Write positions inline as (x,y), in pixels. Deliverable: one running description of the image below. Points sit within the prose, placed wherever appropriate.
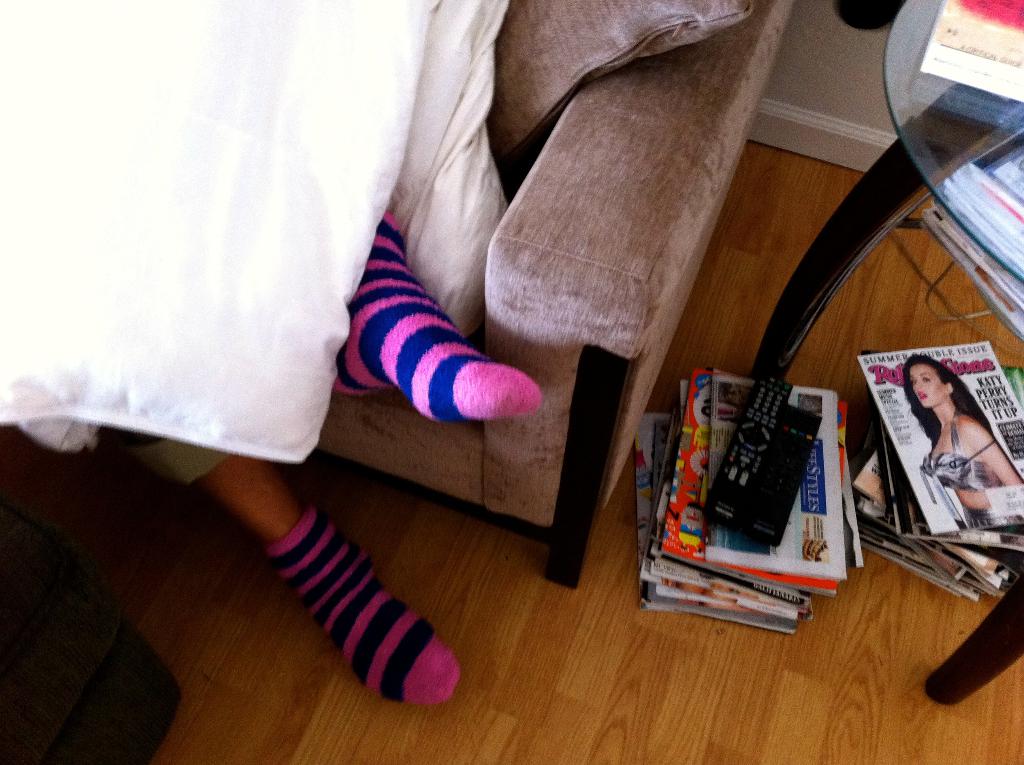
In this image I can see a person (390,245) is lying on a sofa (490,336), magazines (978,559), remotes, some objects (821,575) on the floor (870,601) and a glass table (974,233). This image is taken may be in a room (507,598).
